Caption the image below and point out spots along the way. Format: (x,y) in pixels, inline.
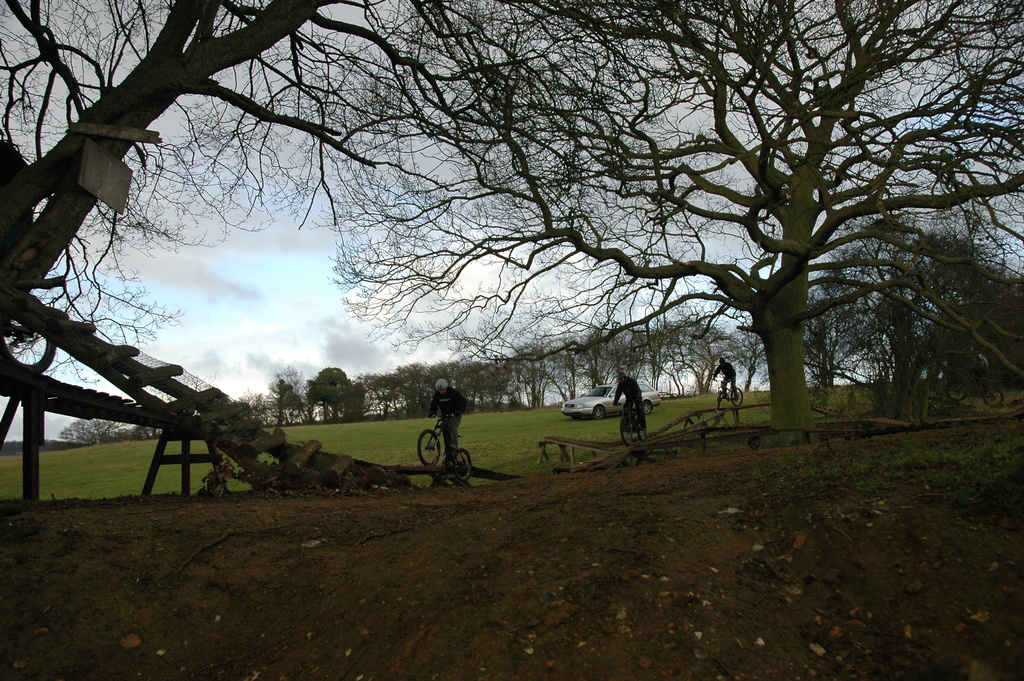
In this image there are few people (638,406) riding bicycles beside them there is a car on the grass ground (653,419) and so many trees (904,272) around.
